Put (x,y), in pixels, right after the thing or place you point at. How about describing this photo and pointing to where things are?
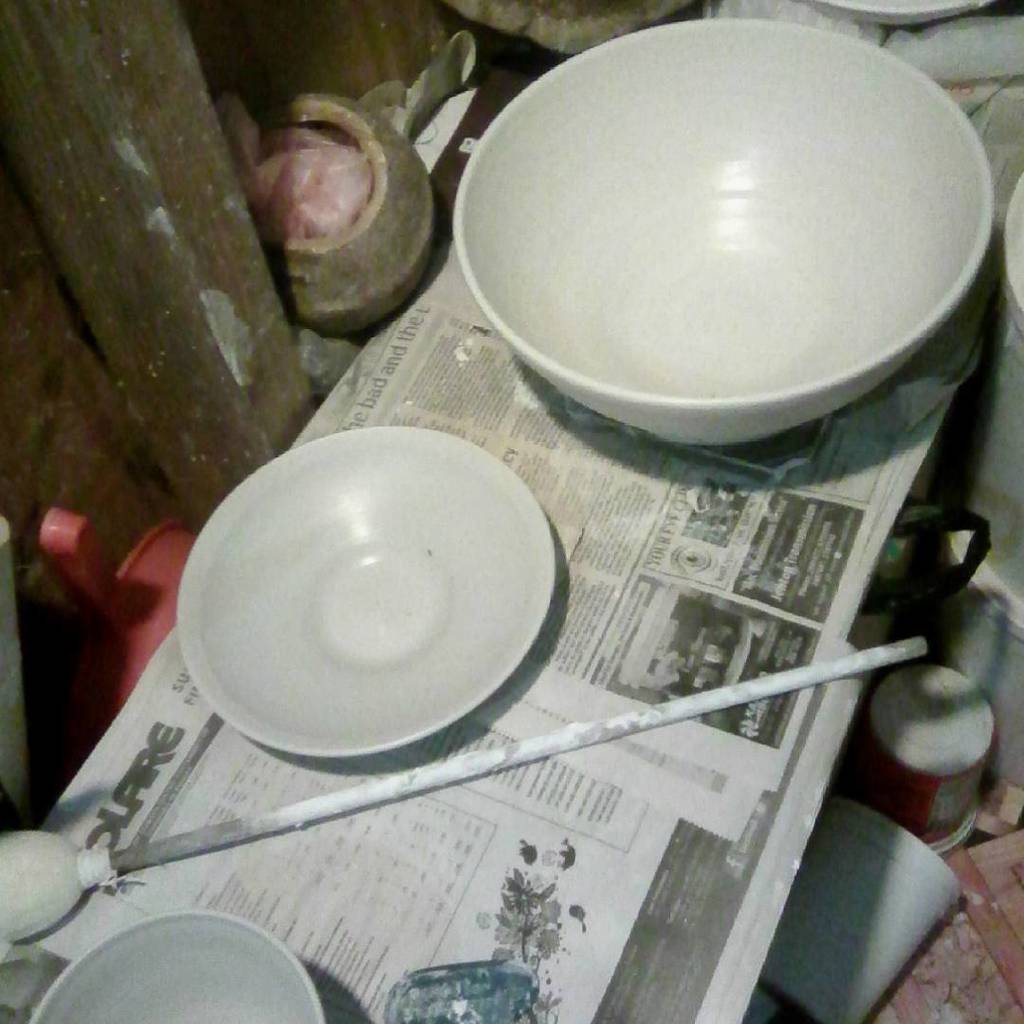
In this image we can see bowls (195,989), plate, rod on a newspaper (457,799) on a platform (453,759) and we can see wooden pole (203,176), cover (327,204) in a pot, cups (881,884) and other objects (931,795).
